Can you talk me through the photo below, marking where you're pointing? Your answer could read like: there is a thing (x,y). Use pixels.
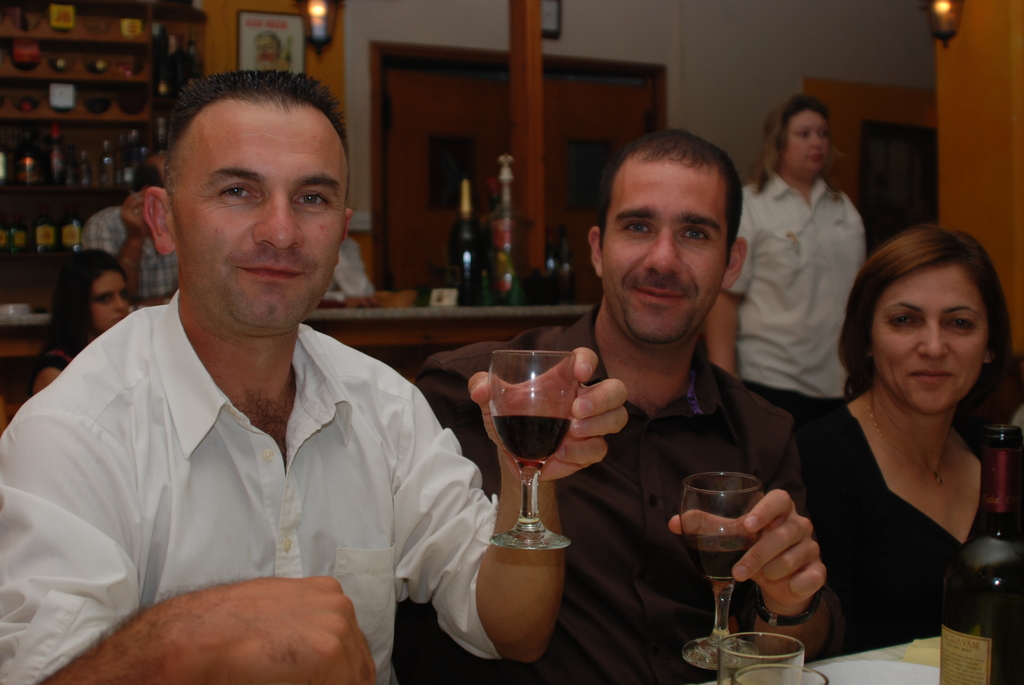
they are people (258,233) sitting together with two men (21,436) holding a wine glass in hand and a woman (848,352) smiling behind then there is a big shelf (77,187) with alcohol bottles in it and there is a table (471,308) with some bottles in it and there is a woman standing behind.
